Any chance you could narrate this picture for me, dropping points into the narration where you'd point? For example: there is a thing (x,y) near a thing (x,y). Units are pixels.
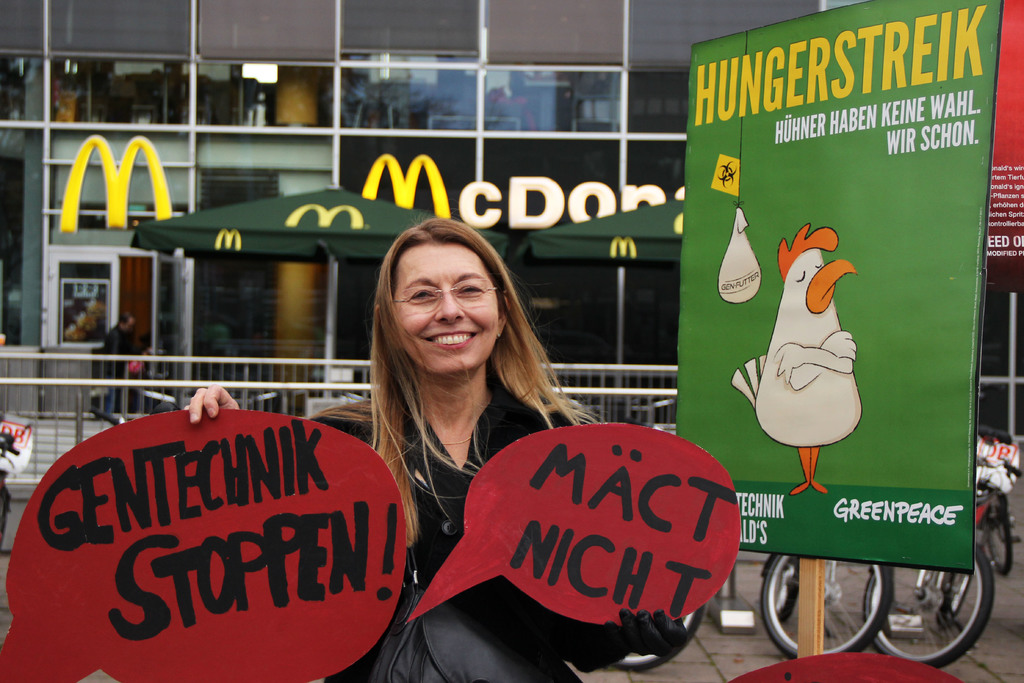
In this picture we can see a person (439,320) holding objects (497,467) in the hands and smiling. We can see the text (780,511) and a few things (778,413) on the boards (765,507). There is a person (111,343), vehicles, railings (77,434), umbrellas (262,247) and other objects (297,113). We can see glass objects (317,108) and a few things (130,167) on the building (337,177).
